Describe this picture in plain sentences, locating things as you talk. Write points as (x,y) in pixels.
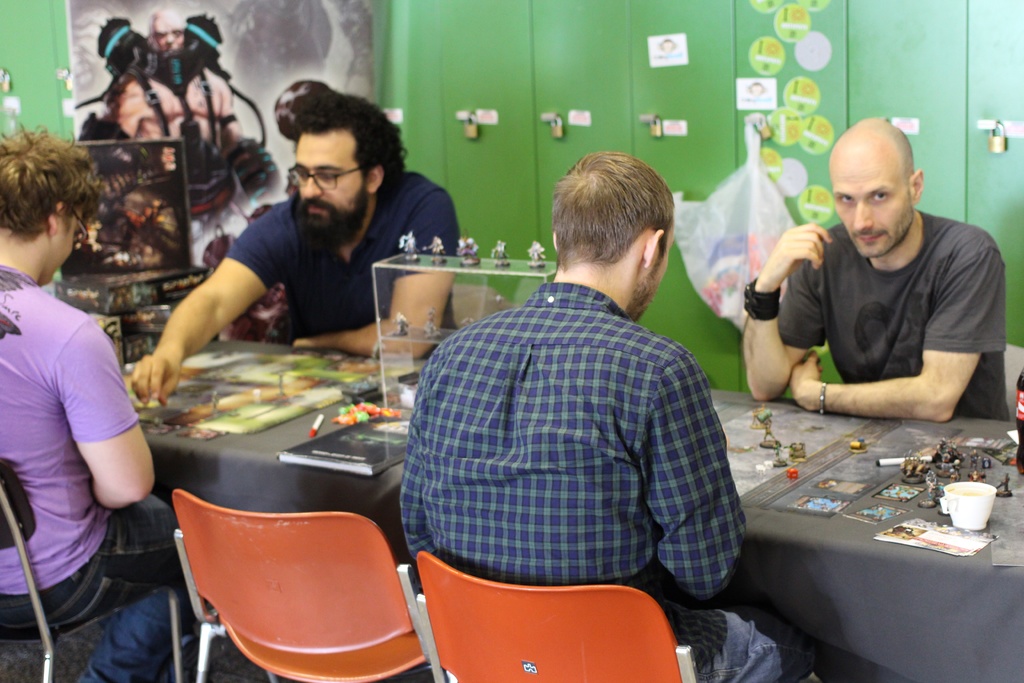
This picture shows four people (635,456) seated on the chairs (307,682) and we see they are playing some game (769,472) on the table (993,571) and we see posters (118,56) on the wall (392,71).
